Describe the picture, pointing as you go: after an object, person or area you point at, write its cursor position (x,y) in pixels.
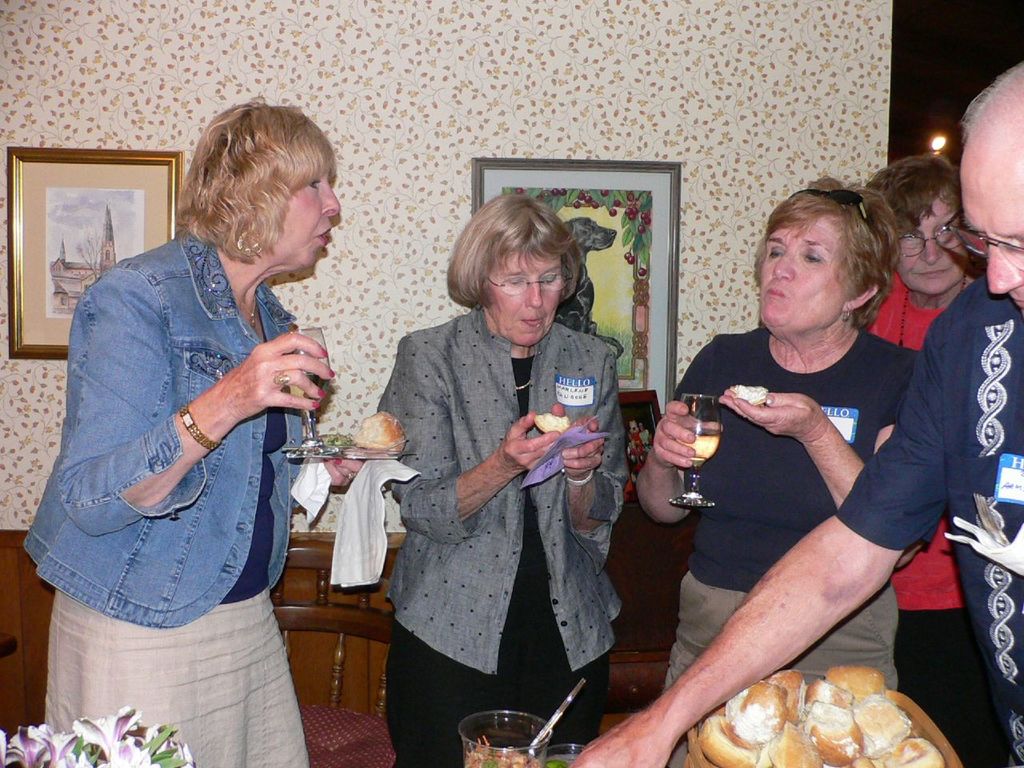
In the background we can see the light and frames (540,179) on the wall (871,40). We can see a frame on the platform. In this picture we can see the woman (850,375) holding food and two women (762,414) are holding glasses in their hands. On the right side of the picture (951,305) we can see the people (995,307). At the bottom portion of the picture (763,703) we can see the food (808,693) in a container (920,719) and glass object (496,746). We can see food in the glass object (577,749). We can see flowers (100,760) and green leaves (170,760). We can see a chair (379,684).
